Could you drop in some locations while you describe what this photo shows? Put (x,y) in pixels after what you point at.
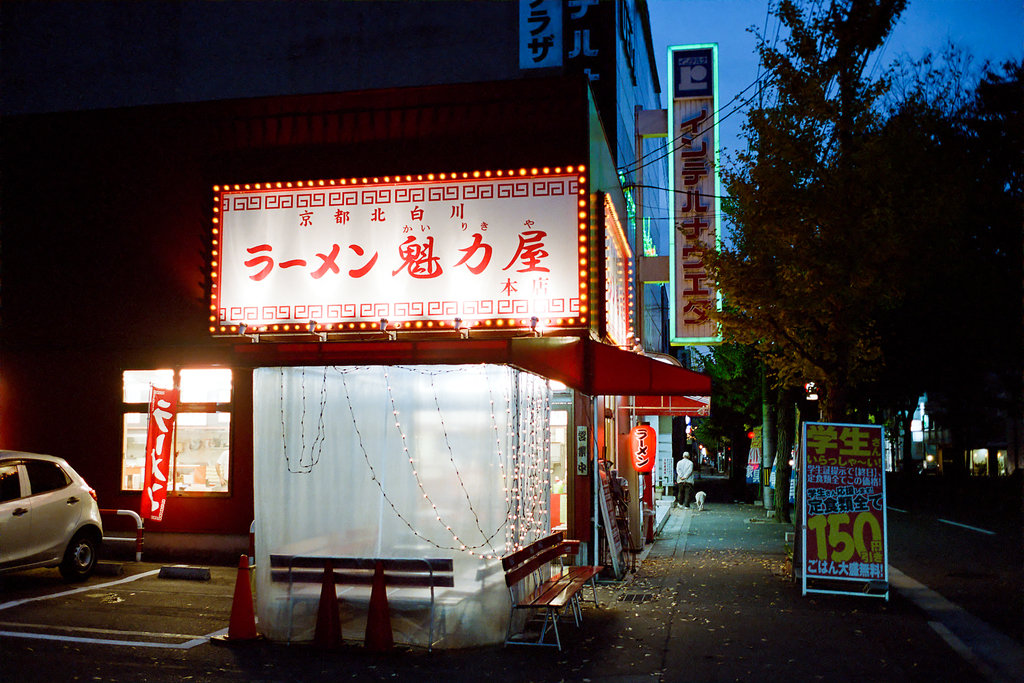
On the left side (177,538), there is a shop (275,510) having a hoarding (496,215) and decorated with lighting (501,396), there are benches (398,563) and a banner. On the right side (965,669), there are trees (793,175), a road (1020,661), a footpath (757,561) on which there is a person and a dog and there are hoardings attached to the buildings (680,436). In the background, there are cables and there are clouds (920,13) in the sky (723,21).
